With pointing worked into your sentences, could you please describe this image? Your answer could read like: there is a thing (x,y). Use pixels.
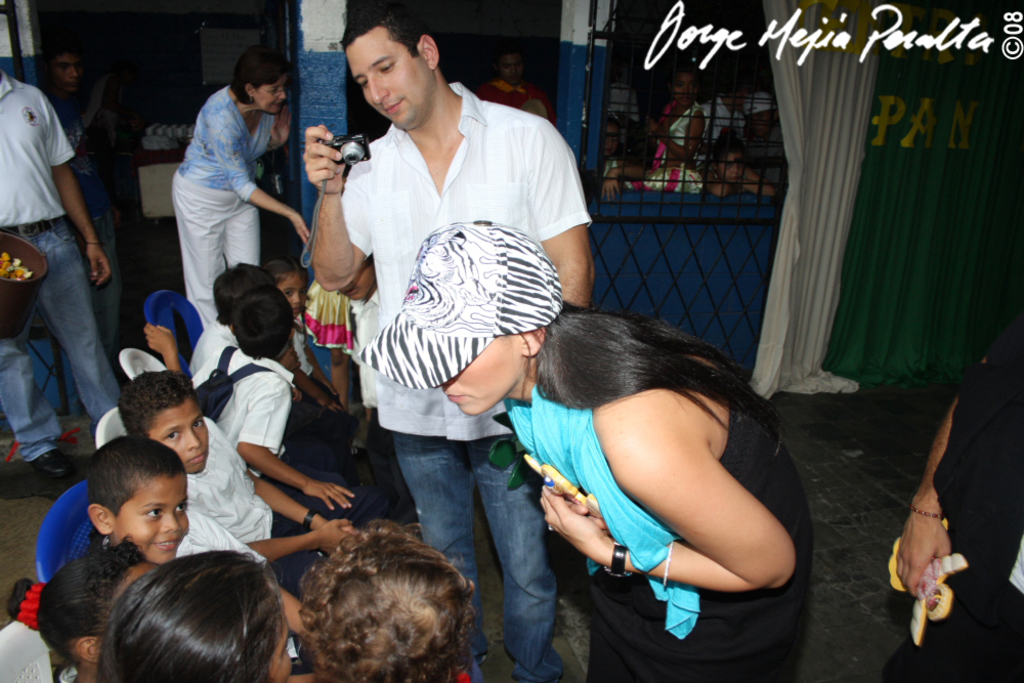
Children (235,437) are sitting on the chairs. People (635,532) are standing. A person (367,251) at the center (381,237) is wearing a white shirt (465,194), jeans (424,532) and holding a camera (360,152) in his hand (339,154). Behind them there is a wall (310,92), fencing (642,218) behind which there are people (720,191). There are curtains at the right (799,190) back.
